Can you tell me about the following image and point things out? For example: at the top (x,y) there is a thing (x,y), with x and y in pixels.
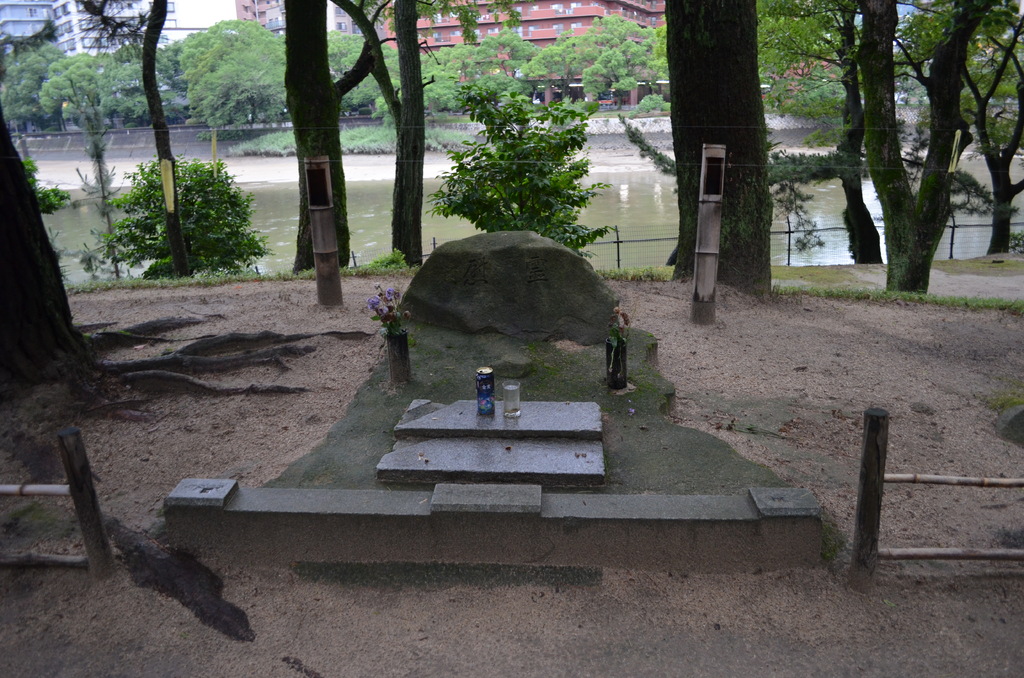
There is a headstone (482,303) as we can see in the middle of this image (496,300). There are some trees (476,160) in the background (395,101). There are some buildings (486,14) at the top of this image (556,15). There is a lake (354,215) as we can see in the middle of this image (630,227).
